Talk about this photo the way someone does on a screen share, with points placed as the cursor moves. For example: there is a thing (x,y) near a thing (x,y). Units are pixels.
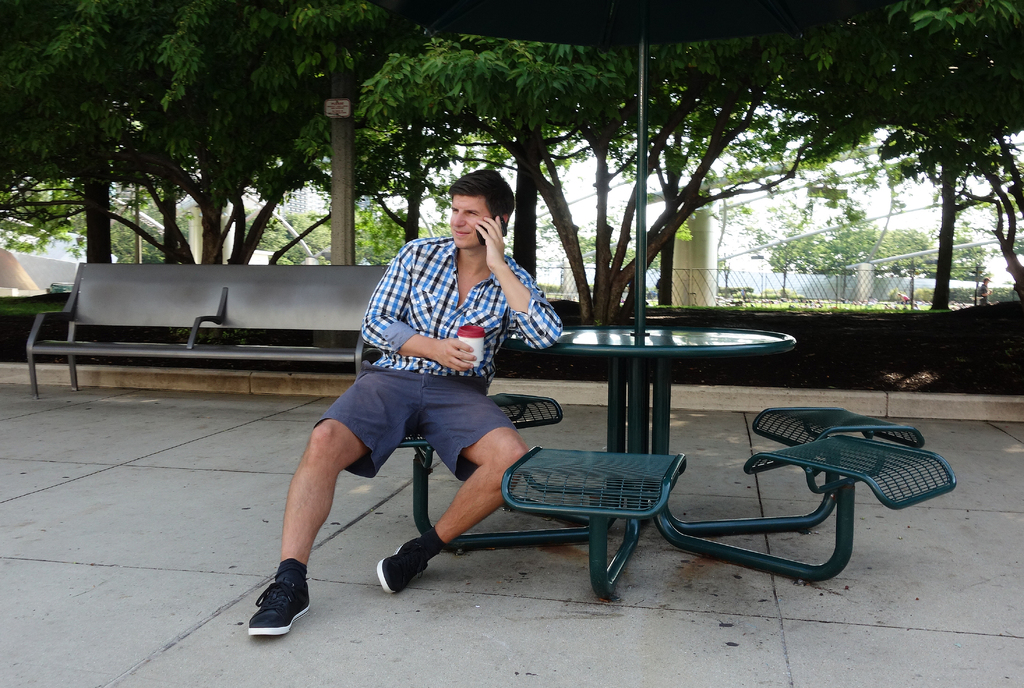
At the center of the image (407,276) there is a person (428,346) sitting on the chair (519,407), behind him there is a bench (262,355). In the background (193,69) there are trees (796,93).
